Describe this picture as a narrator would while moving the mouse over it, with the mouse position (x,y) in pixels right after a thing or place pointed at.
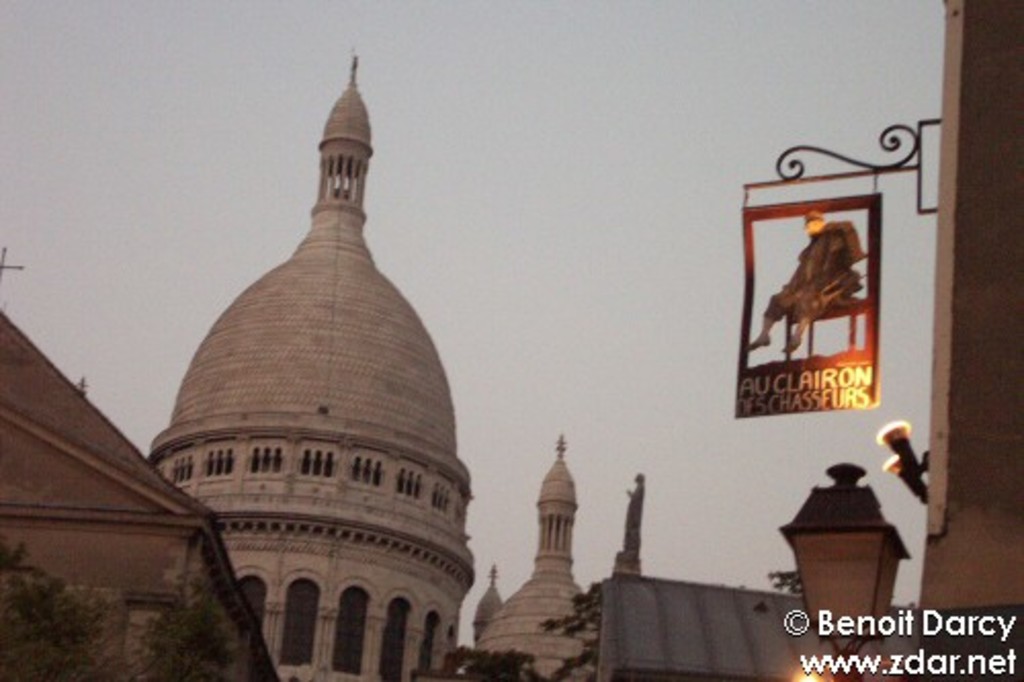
In this image, we can see buildings (360,585), trees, lights (853,491) and a board (767,330). At the top (561,185), there is sky (630,276) and at the bottom (858,667), there is some text (851,623).
